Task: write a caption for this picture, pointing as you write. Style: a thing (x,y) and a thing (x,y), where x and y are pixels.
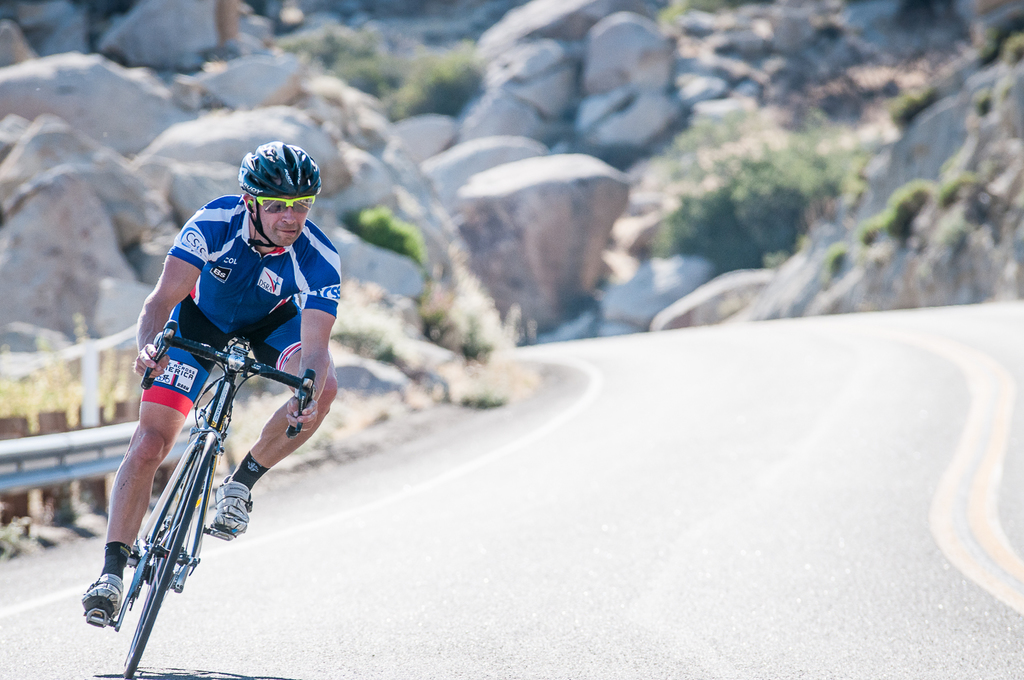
In the image we can see there is a person (222,305) sitting on bicycle (216,403) and he is wearing helmet (270,177) and sun glasses (290,198). Behind there are rocks (726,81) and hills (847,26).
